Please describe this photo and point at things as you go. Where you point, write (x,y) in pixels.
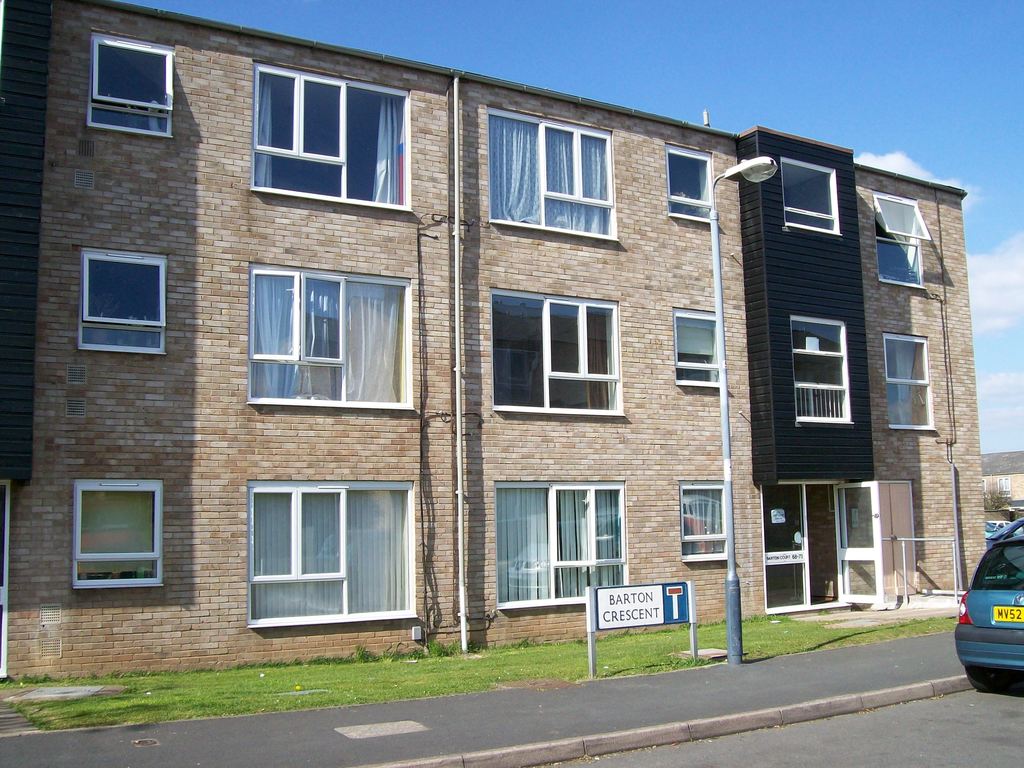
In the image there is a building (792,254) in the back (207,643) with a car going in front of it on the road (833,760) beside a garden (501,668) and above its sky (871,90) with clouds (998,274).
